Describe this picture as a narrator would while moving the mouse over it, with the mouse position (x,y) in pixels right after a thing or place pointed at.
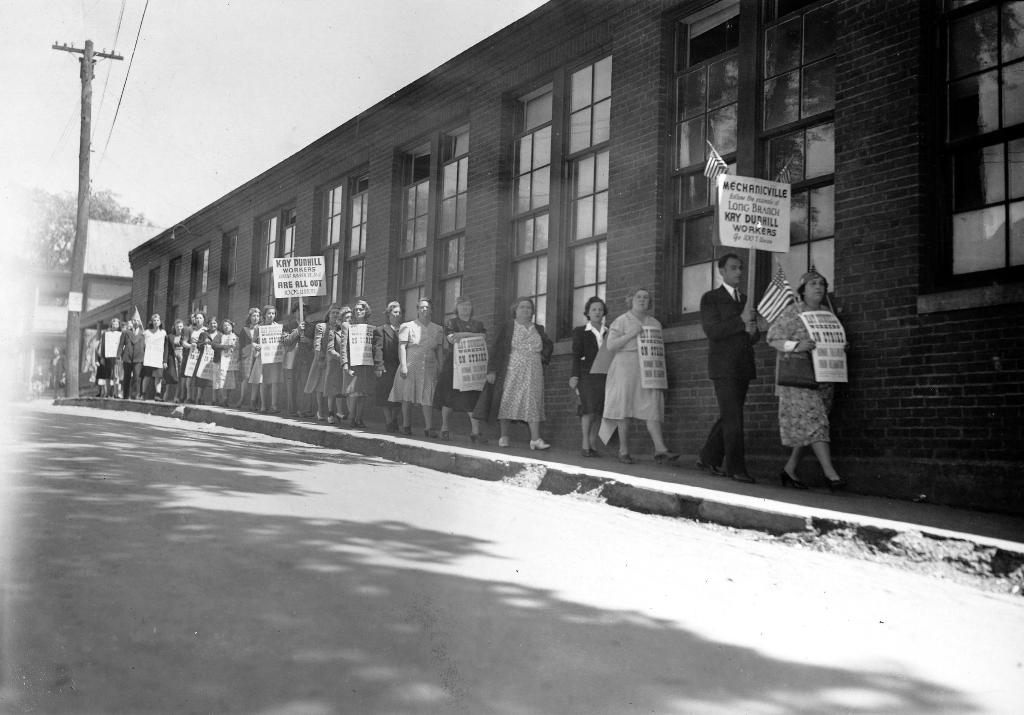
In the foreground (741,408) I can see a crowd (721,407) is holding posters (356,346) in a hand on the road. In the background (696,314) I can see a building (496,230), windows (455,225), pole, wires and trees (59,230). On the top left (161,100) I can see the sky (327,100). This image is taken during a day.
